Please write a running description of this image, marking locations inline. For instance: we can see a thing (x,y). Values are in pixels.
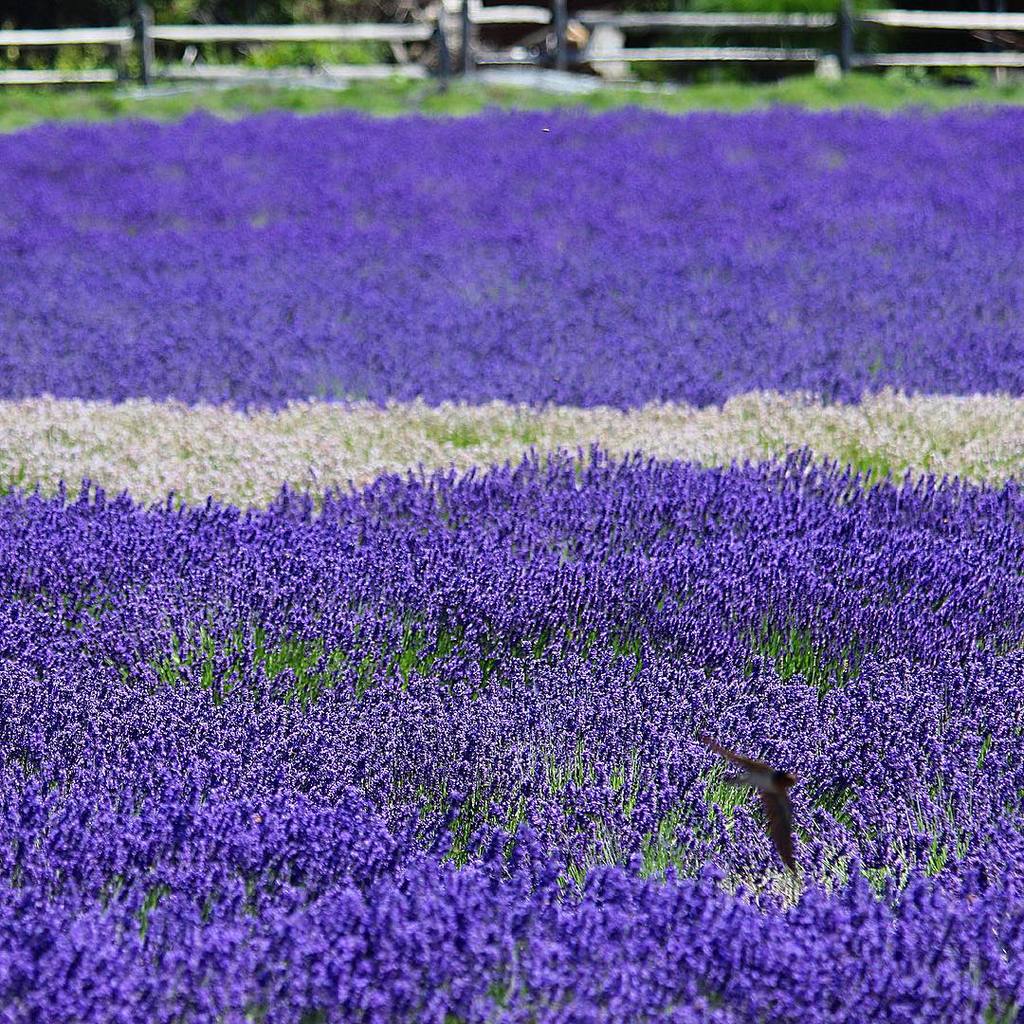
In the image there are violet and white color flowers (635,475). At the top of the image (123,68) there is a fencing (950,59) and also there are trees (51,46).
